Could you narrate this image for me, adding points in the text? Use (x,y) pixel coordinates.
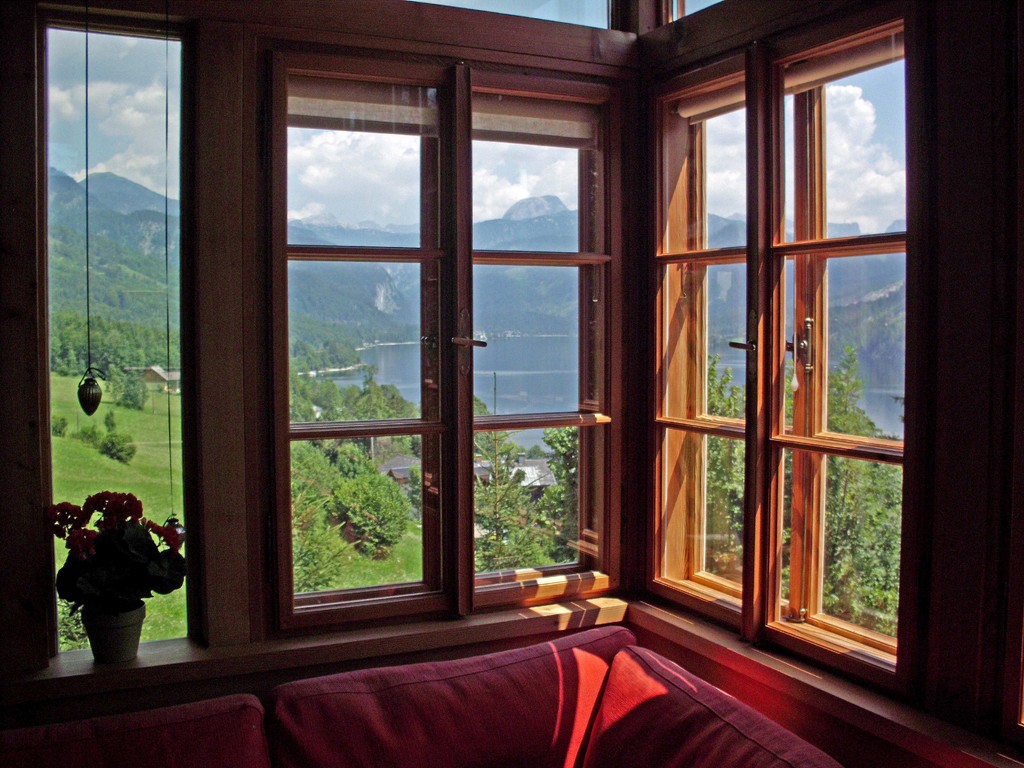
In this image I can see glass windows (518,546), red couch (540,697) and flower pot (106,621). Back I can see trees (345,479), water (536,366) and mountains (533,239). The sky (489,193) is in blue and white color.
